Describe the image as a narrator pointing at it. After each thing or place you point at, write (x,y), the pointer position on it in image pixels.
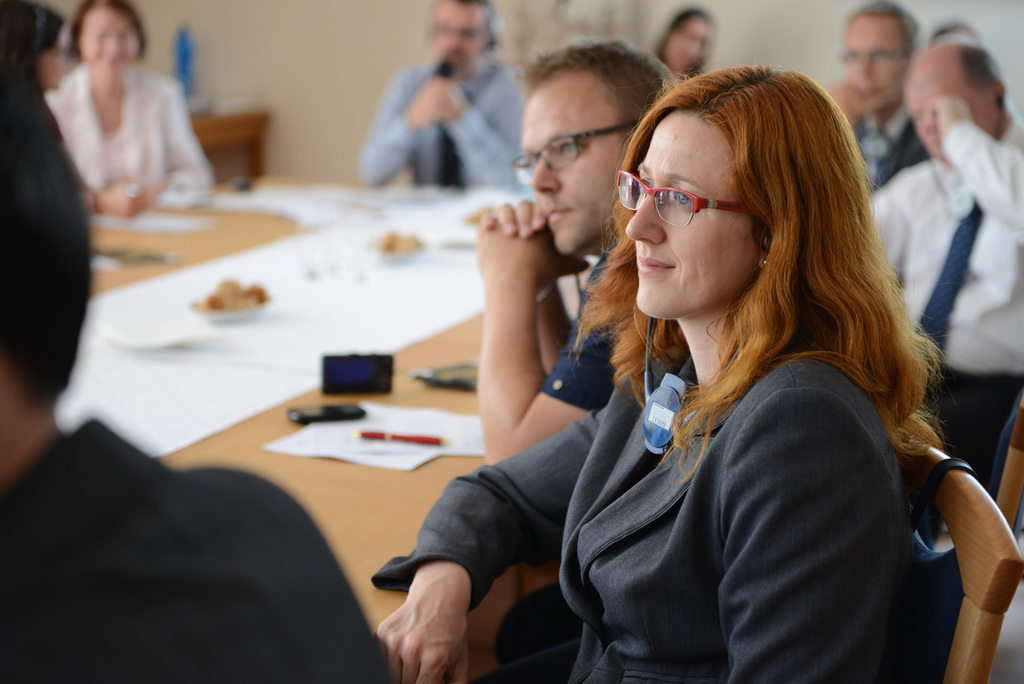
In this image there are a few people (554,332) sitting on their chairs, in front of them there is a table (420,320). On the table (427,289) there are food items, mobiles (338,391), papers (400,422), pen (439,444) and other objects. In the background (292,69) there is a wall (232,69), in front of the wall (225,90) there is another table (258,128) with some objects (189,78) on it.
